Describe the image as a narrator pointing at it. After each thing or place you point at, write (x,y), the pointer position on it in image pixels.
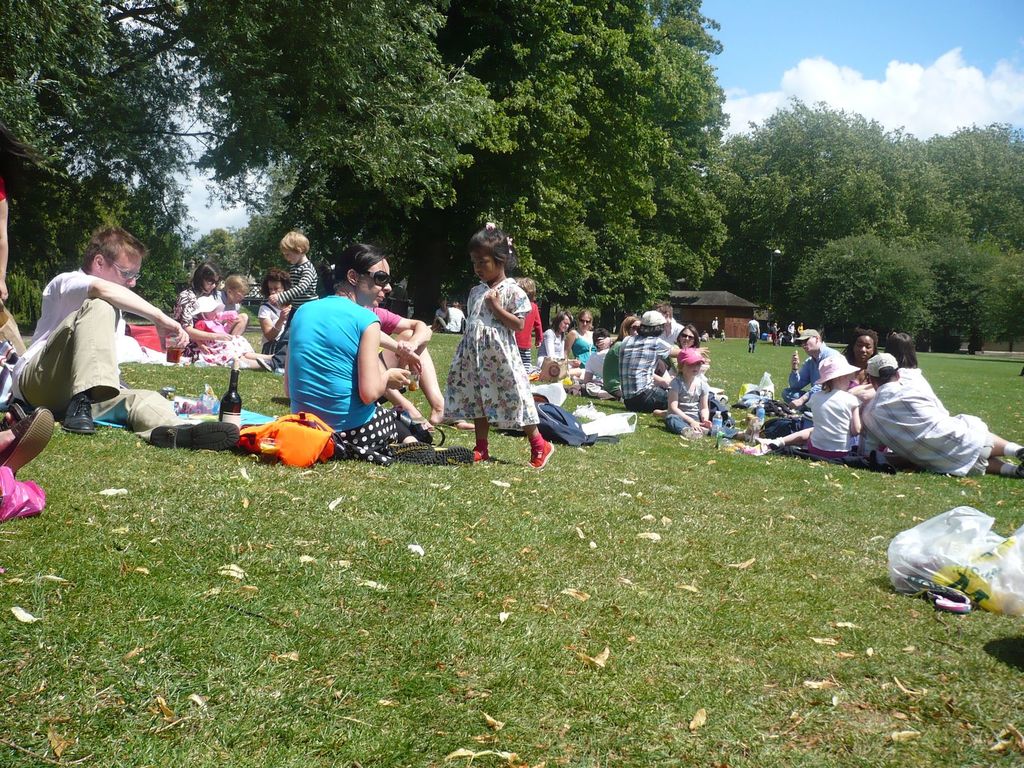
In this picture there are group of people (48,344) sitting. At the back (582,132) there are group of people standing and there is a house (726,325) and there are trees (676,54). At the top (779,79) there is sky (789,85) and there are clouds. At the bottom (700,512) there are bags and bottles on the grass (763,596).
